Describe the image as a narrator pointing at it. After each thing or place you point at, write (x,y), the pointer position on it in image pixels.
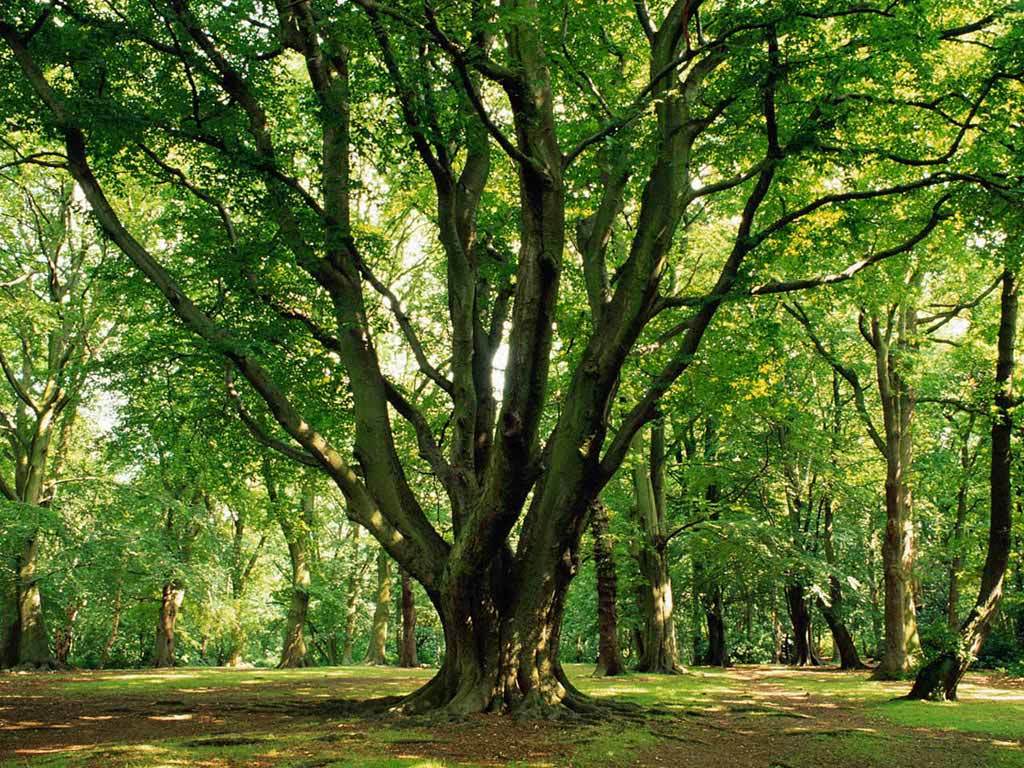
In this image we can see so many trees (374,476), the land (326,705) is grassy.
